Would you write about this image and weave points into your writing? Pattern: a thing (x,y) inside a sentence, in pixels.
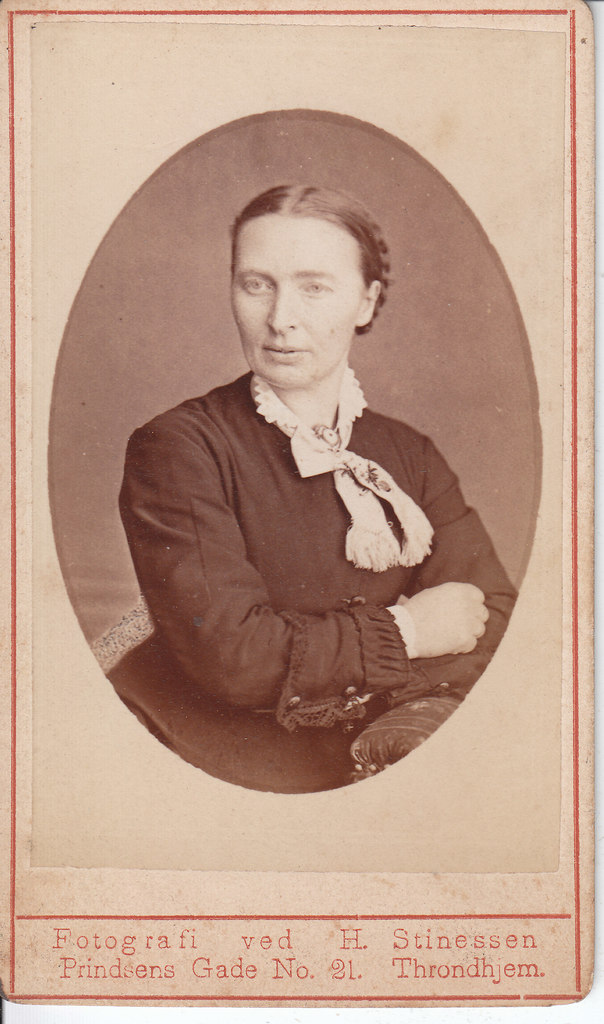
In the center of the image (209,670) there is a depiction of a lady (247,722). At the bottom of the image (541,971) there is text (235,951).
